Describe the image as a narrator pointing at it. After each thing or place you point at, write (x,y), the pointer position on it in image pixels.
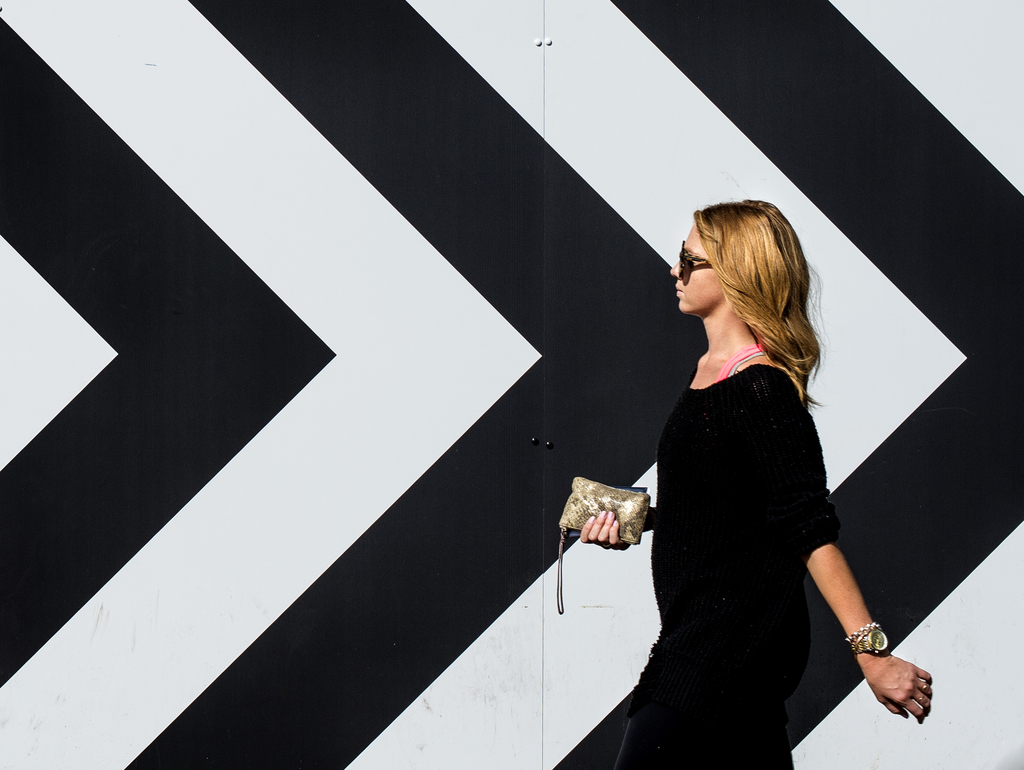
In this image, we can see a woman (698,625) is holding a clutch (637,503) and wearing goggles (693,261). Background (404,201) we can see white and black arrows (308,358).
